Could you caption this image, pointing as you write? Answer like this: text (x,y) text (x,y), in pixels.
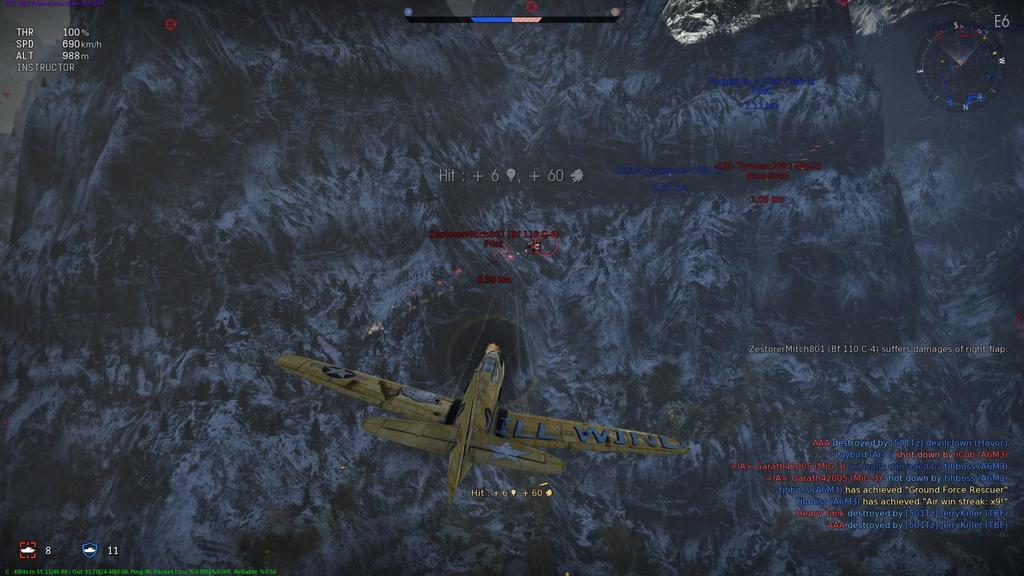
In this picture I can see a graphical image of an aeroplane (433,447) and I can see text (809,481) at the bottom right corner of the picture (838,468) and I can see few numbers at the top left corner of the picture (53,42) and it looks like a video game.
